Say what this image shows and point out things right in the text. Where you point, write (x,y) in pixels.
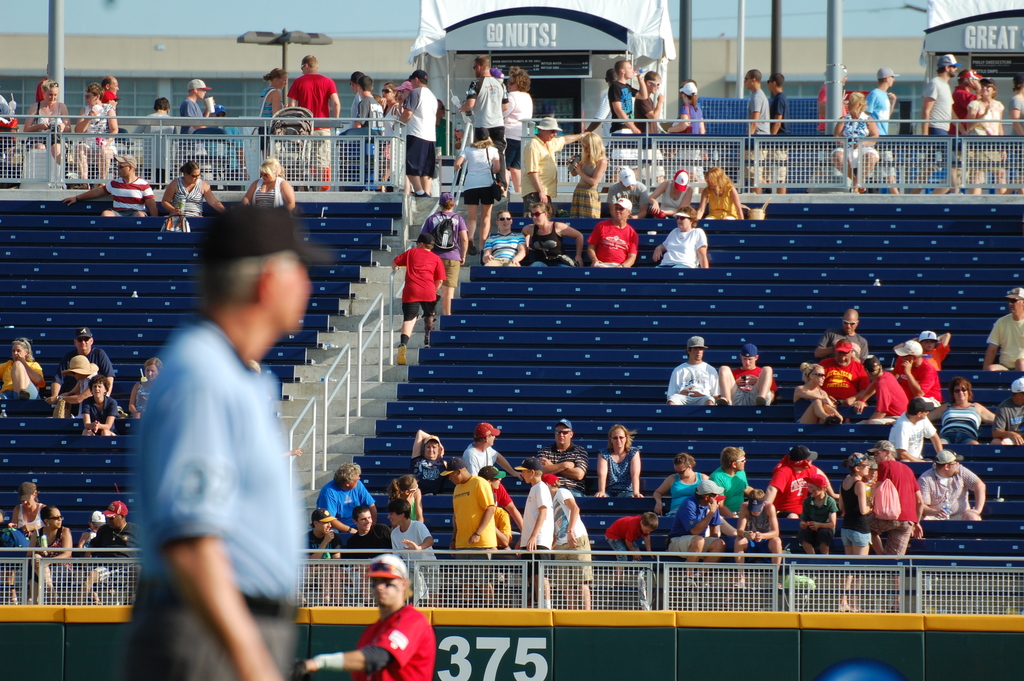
In this image we can see many people (554,465) are sitting in the stadium (411,579). There are few people (503,154) standing in the stadium (537,110). There are many poles (829,68) in the image. There are lights (268,38) in the image.
